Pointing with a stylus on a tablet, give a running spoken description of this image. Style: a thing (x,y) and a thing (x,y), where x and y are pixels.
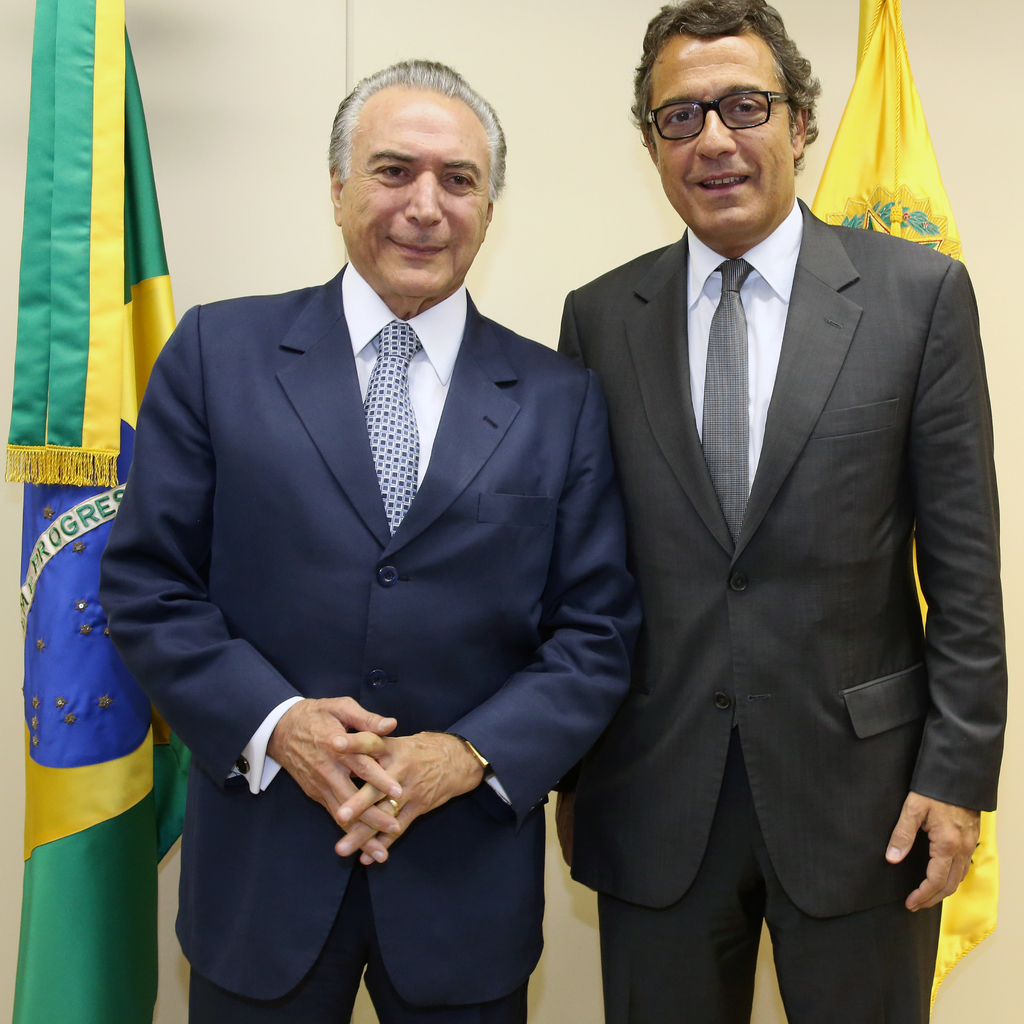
Here we can see two men (696,402) and they are in suits (596,815). He has spectacles (654,119). In the background (55,907) we can see flags (870,202) and wall (560,176).
